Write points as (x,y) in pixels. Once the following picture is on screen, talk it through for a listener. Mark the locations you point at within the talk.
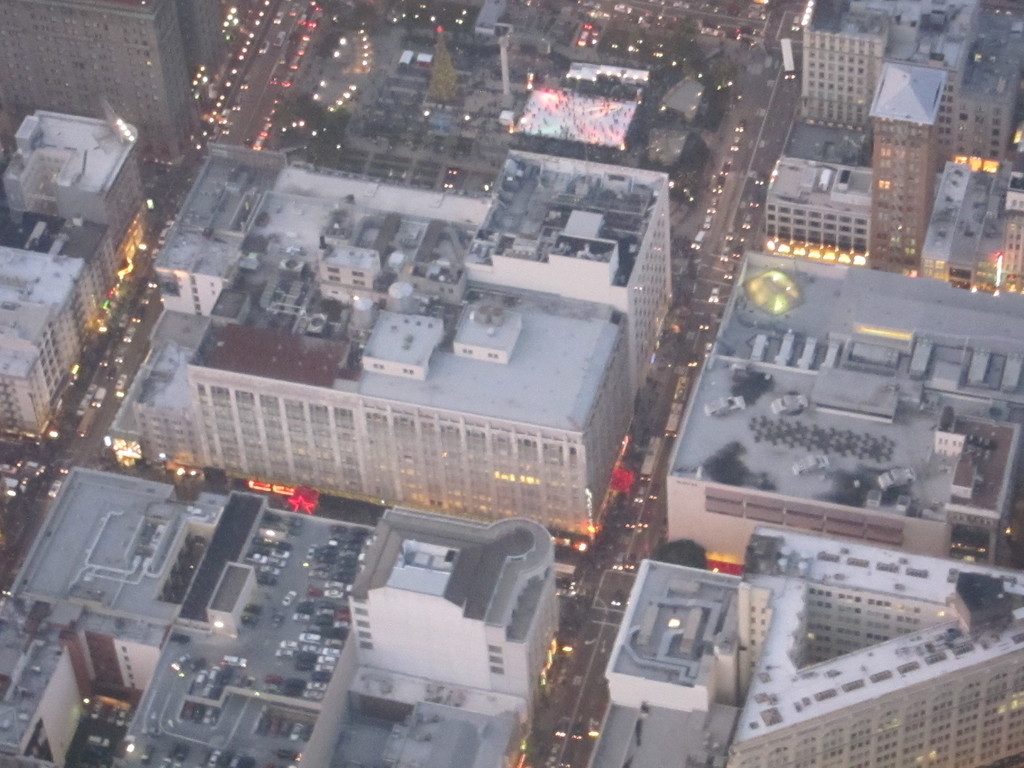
In this image, I can see the view of a city (84,285). There are buildings (256,198), lights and vehicles (680,395).
